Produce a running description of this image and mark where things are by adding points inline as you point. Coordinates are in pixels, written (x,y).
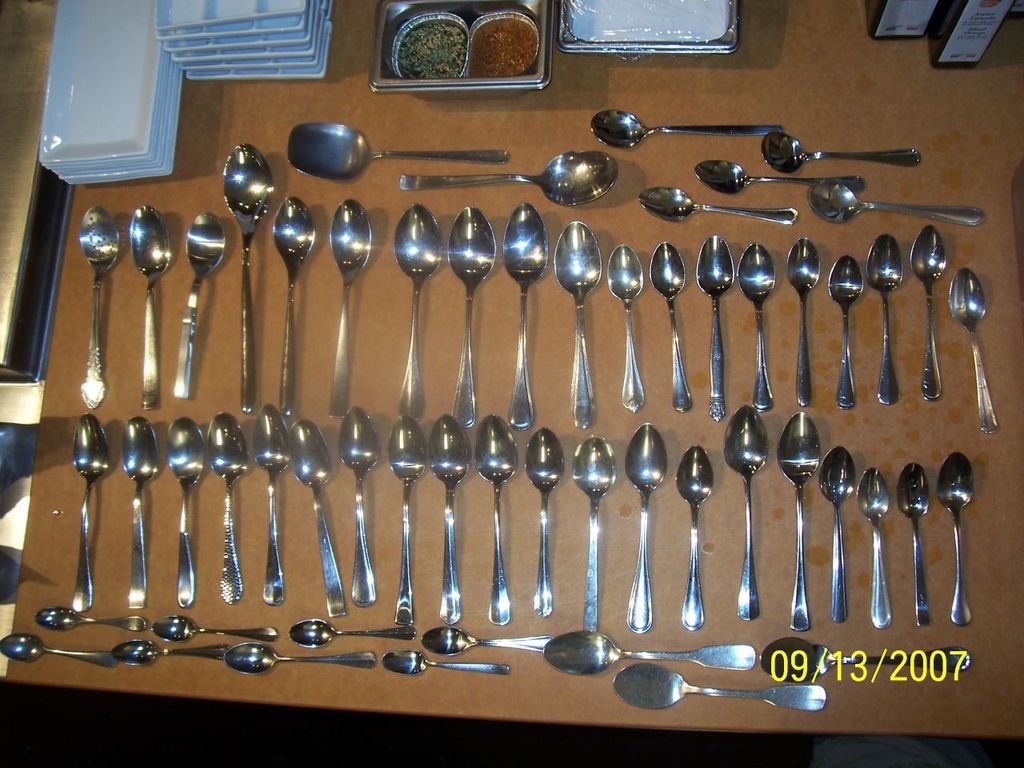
There are spoons (787,690), white plates (253,65) and food items (445,29) on a brown table (761,671).
